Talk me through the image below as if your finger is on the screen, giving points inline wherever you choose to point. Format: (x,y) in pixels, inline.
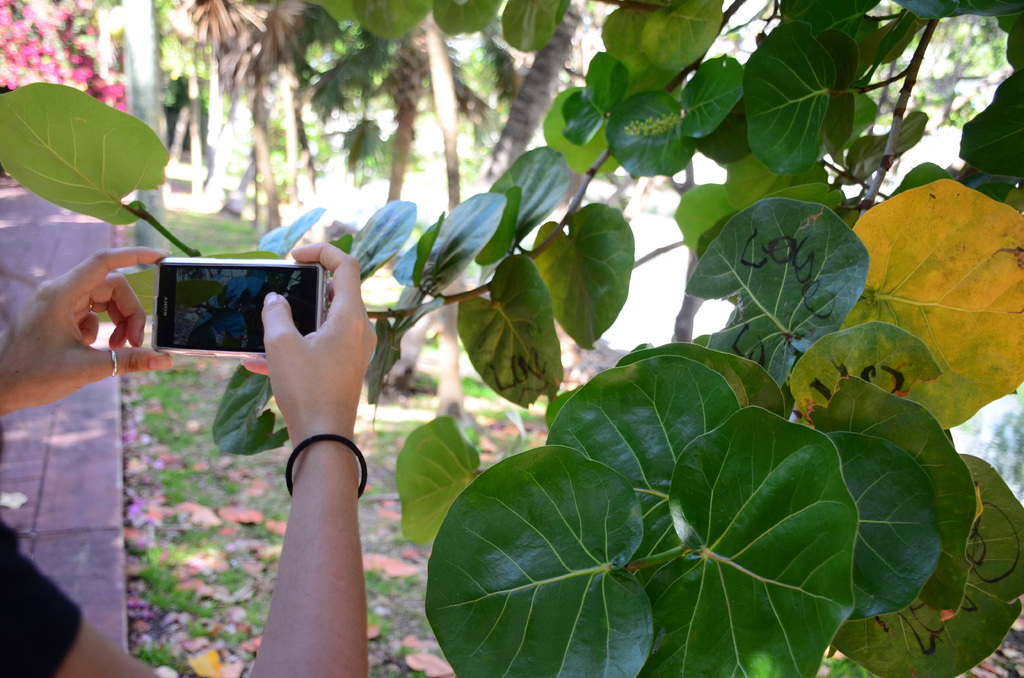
In this image we can see there is a person (62,364) taking pictures in a mobile (226,325), in front of that, there are trees (672,526) and dry leaves (221,554) on the surface (184,472). On the left side of the image (76,485) there is a path (63,477).
